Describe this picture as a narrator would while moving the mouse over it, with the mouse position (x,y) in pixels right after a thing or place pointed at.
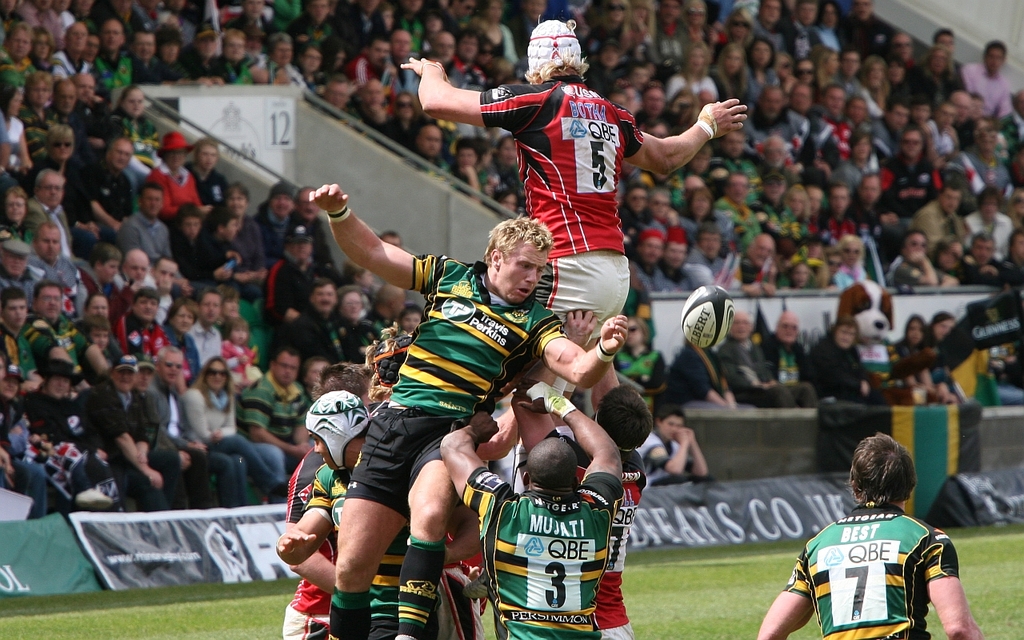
In this image there are group of persons (528,279). In the front (459,438) persons (497,450) are playing a game. In the background (132,170) there are persons (174,145) sitting and watching the game and there is a ball (724,326) in the air. There are banners (173,552) with some text (639,528) written on it. On the ground (709,556) there is grass (741,609).
